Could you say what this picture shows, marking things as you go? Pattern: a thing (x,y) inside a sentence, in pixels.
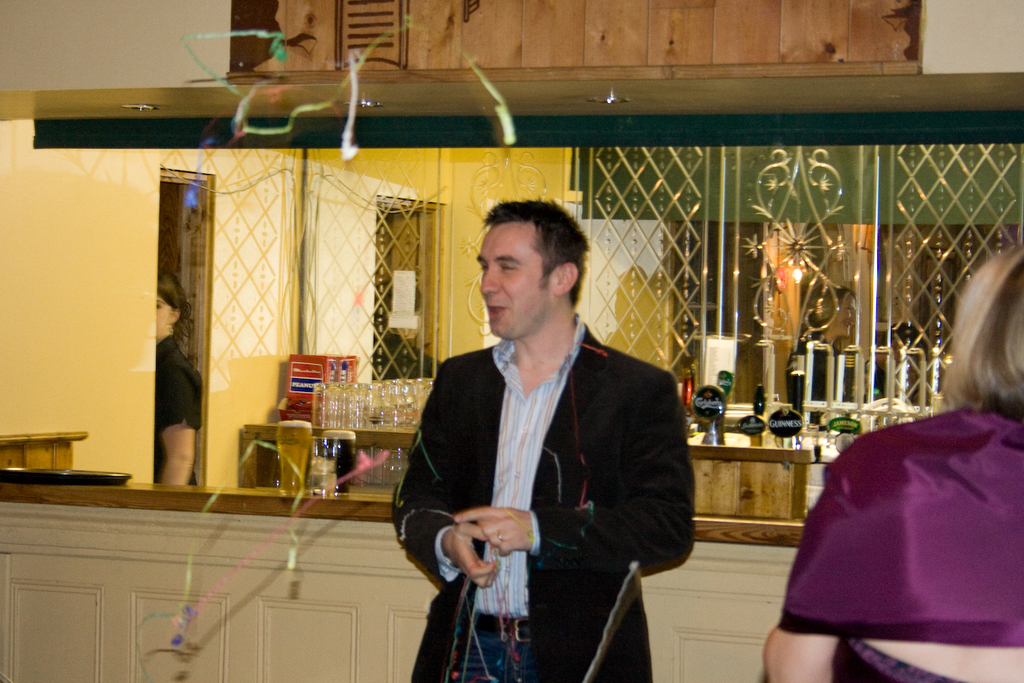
It is the bar (259,676), in the middle (633,379) a man (604,496) is standing and smiling, he wore coat (555,449), shirt (528,457), trouser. On the left side (316,482) there are wine glasses (379,422).
